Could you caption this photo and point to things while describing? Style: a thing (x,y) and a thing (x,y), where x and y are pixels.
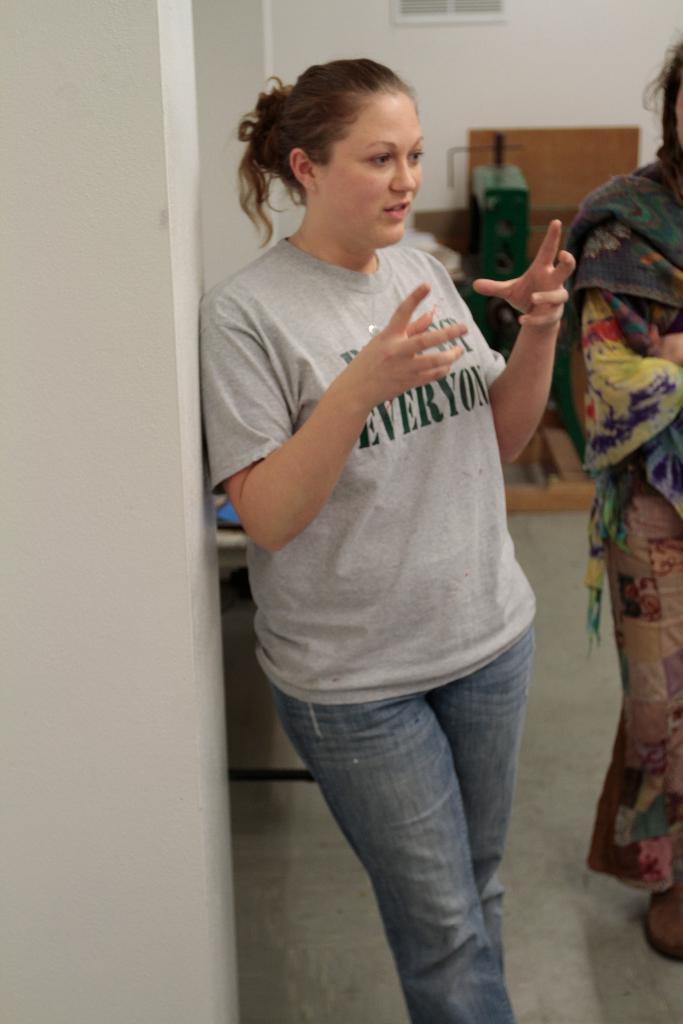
In this image in the center (356,503) there is one woman (415,463) who is standing and talking, and beside her there is another person (627,552). And in the background (546,181) there are objects (582,175) and wall (602,70) and on the left side of the image (118,675) there is wall (205,953), at the bottom (565,823) there is floor (559,750).
